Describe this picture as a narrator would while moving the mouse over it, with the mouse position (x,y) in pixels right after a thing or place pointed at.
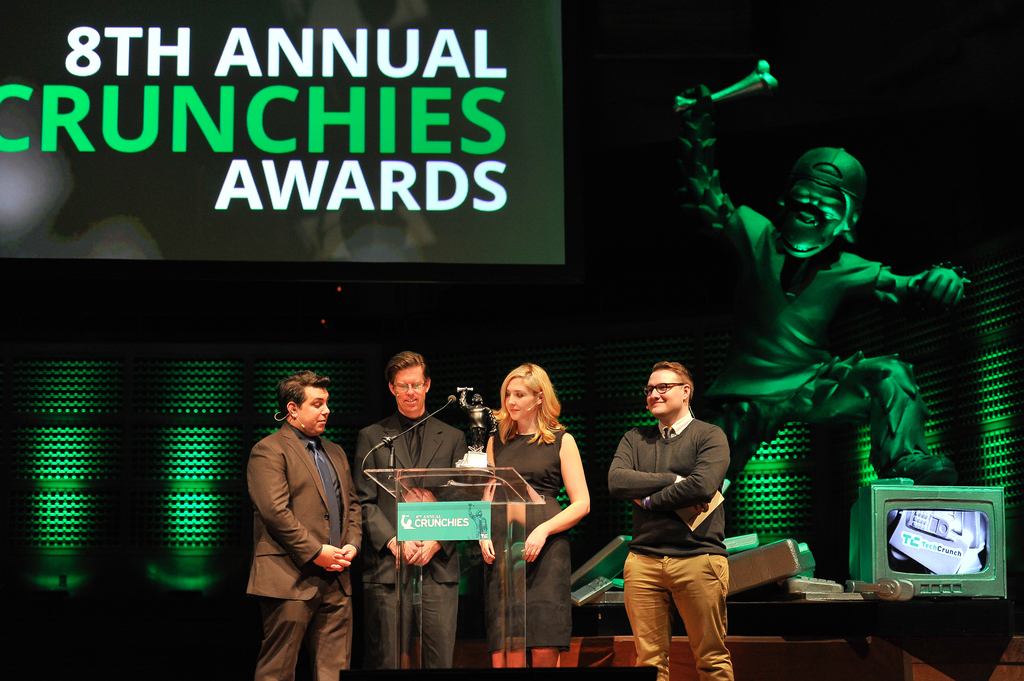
In this image I can see four persons (655,564) standing and I can also see the podium (460,524) and the microphone (452,396). In the background (890,534) I can see the projection screen (366,160), statue (826,370) and the object (866,560) which looks like the television (903,547).
